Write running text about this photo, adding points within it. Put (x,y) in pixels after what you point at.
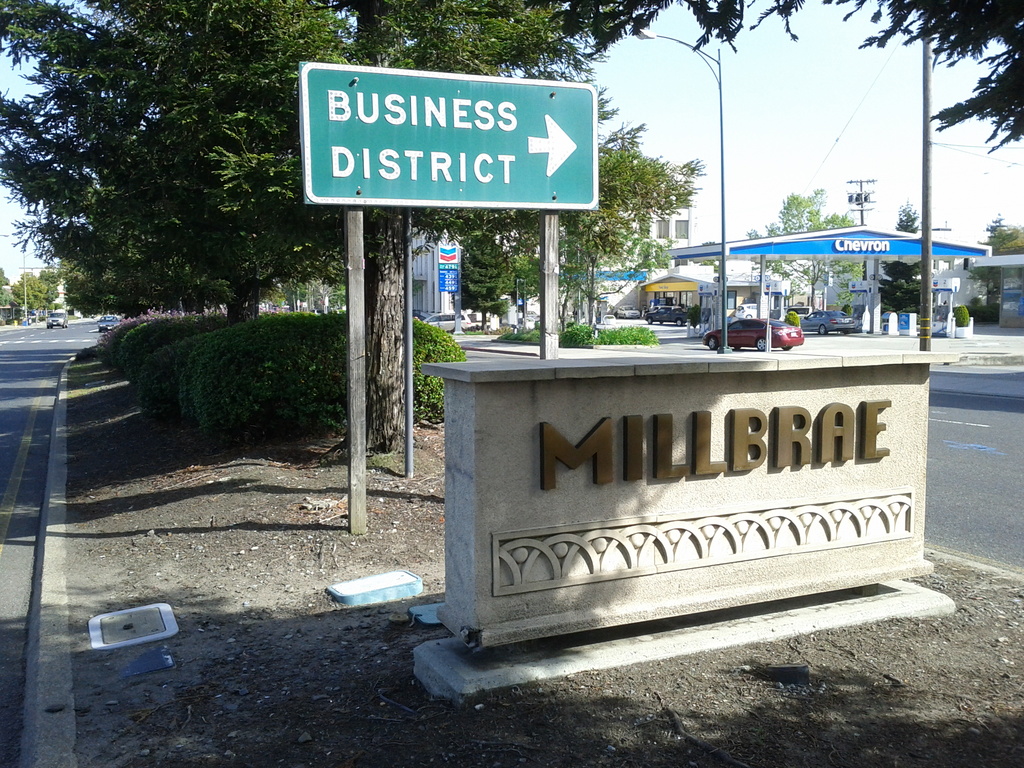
In this image there is a sign board (565,206). At the right side of the image (867,295) there is a petrol bunk (898,241) and we can see cars (828,329) on the road (955,455). At the background (435,8) there are trees (253,87).
